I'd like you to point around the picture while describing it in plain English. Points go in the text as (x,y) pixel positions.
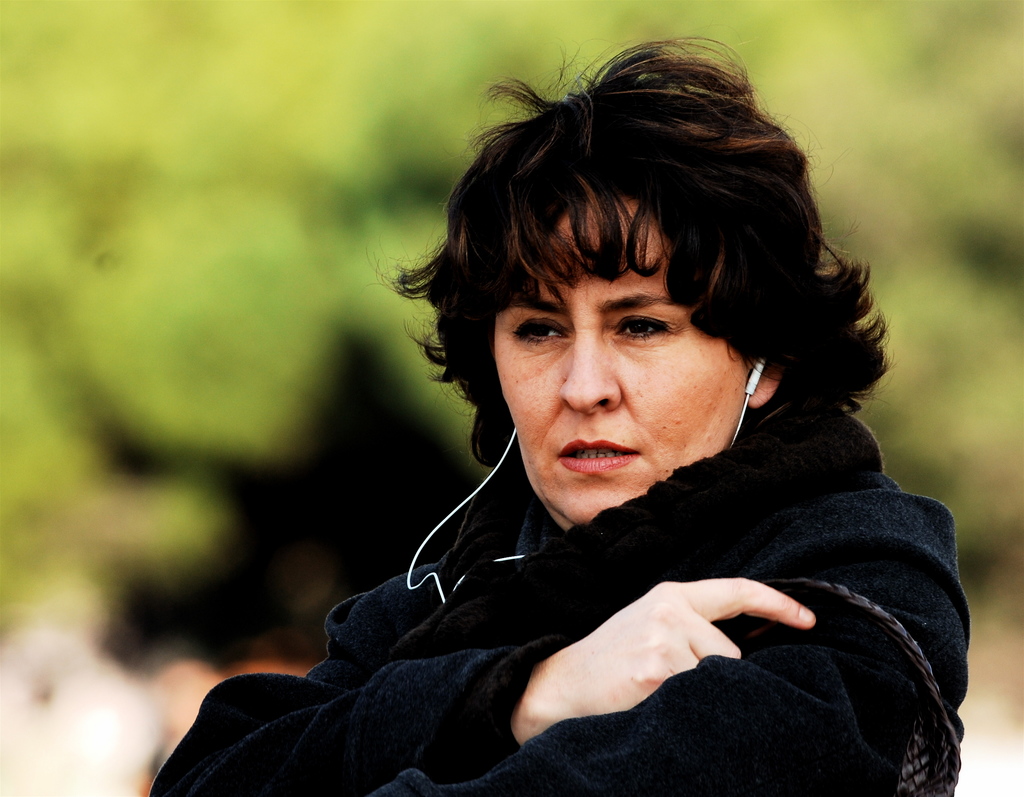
In the picture I can see a woman (421,664) wearing black color jacket (824,669) and using earphones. The background of the image (2,331) is blurred, which is in green color.
